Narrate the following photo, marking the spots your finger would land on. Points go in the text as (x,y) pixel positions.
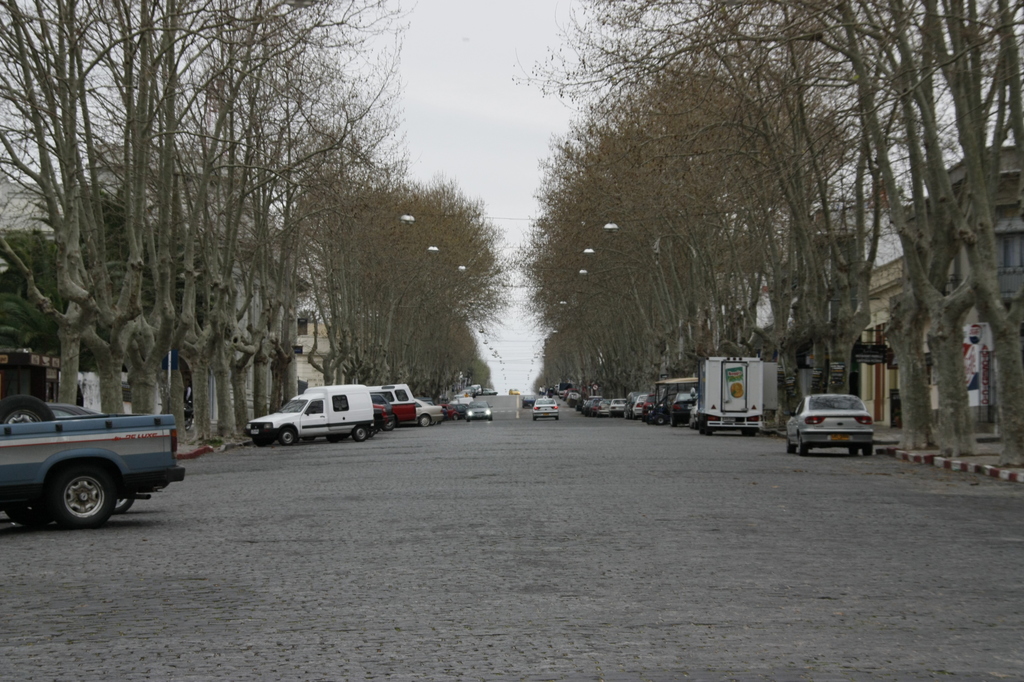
In this image in the center (366,416) there are some vehicles (129,467), and at the bottom (533,488) there is road (927,505). On the right side (966,374) and left side (76,331) there are trees (405,285), buildings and some lights (603,226), wires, boards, and at the top of the image (489,122) there is sky (517,76).
